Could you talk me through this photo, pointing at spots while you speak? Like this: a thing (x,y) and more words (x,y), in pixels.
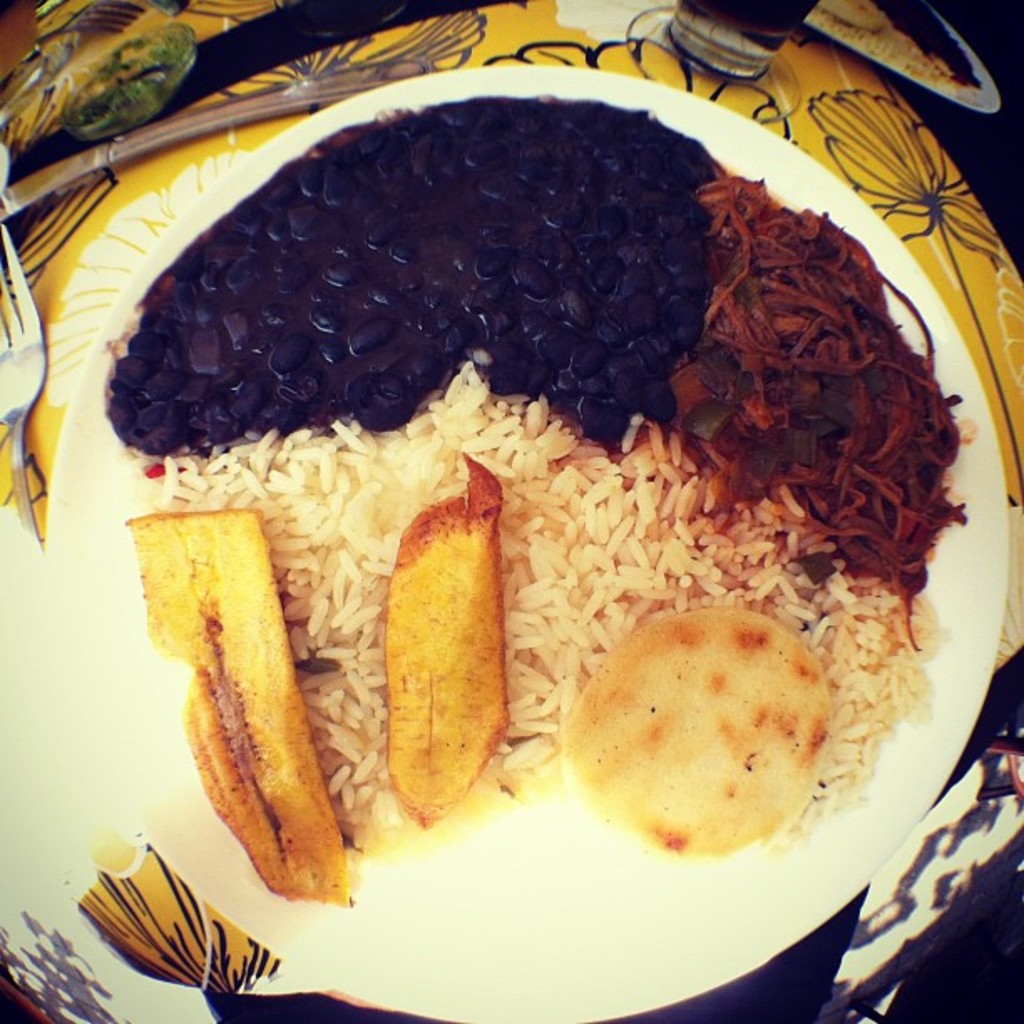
In this picture we can see some eatable things (620,272) are placed in a plate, side we can see spoons (11,429), glass (770,48) are placed on the table (846,78).
